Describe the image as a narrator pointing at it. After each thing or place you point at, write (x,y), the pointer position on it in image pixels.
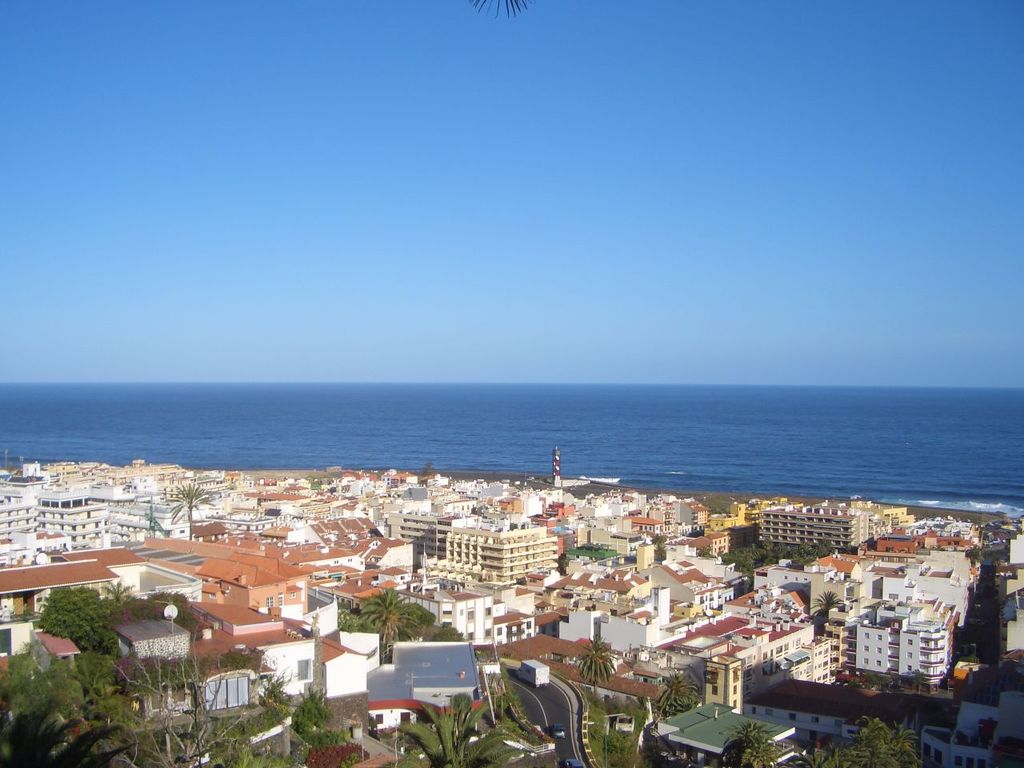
In this image, we can see some buildings (761,515), trees (219,660). We can see the ground (566,725) and some vehicles (529,675). We can see some water (623,462) and the sky (627,339).
